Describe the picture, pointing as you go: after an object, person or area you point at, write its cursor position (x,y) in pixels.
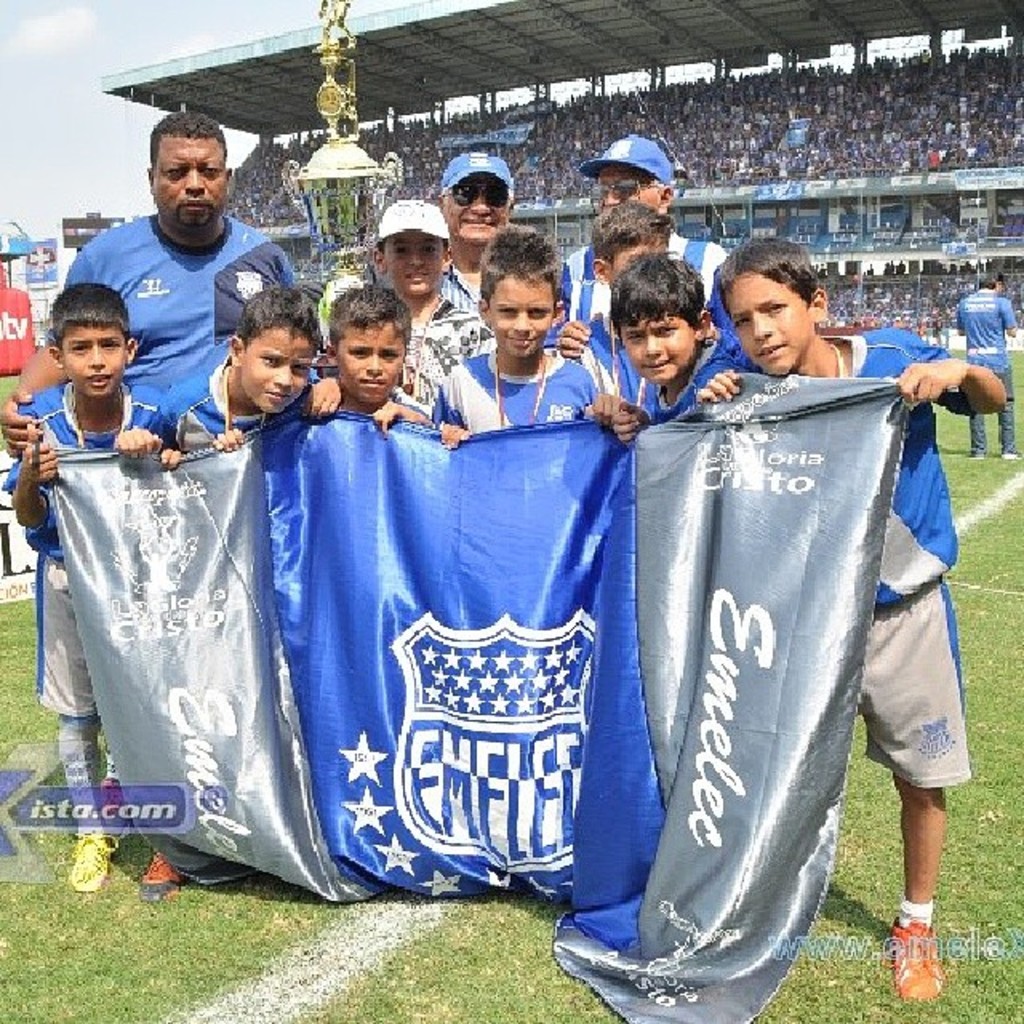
This image is taken in a stadium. In this image there are few children's (293,411) standing and holding a banner (481,655) with some text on it, behind them there are a few people (466,266) standing on the ground (986,742). In the background (427,198) there are spectators (550,154).
